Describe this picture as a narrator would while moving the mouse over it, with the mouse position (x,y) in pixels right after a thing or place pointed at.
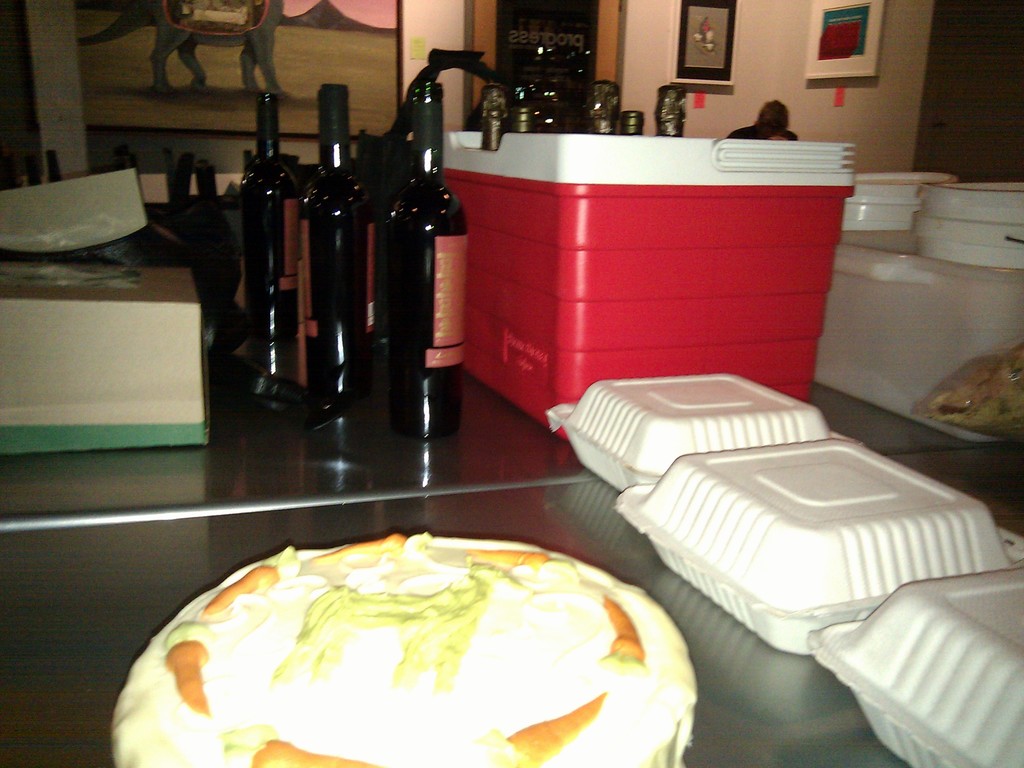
In this image there are 3 wine bottles (409,387), food (174,759), paper plates (846,450), container (570,343), box (56,265) in the table (422,508), and in back ground (711,34) there are buckets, frames (698,44) attached to wall (643,29), door (609,22).
